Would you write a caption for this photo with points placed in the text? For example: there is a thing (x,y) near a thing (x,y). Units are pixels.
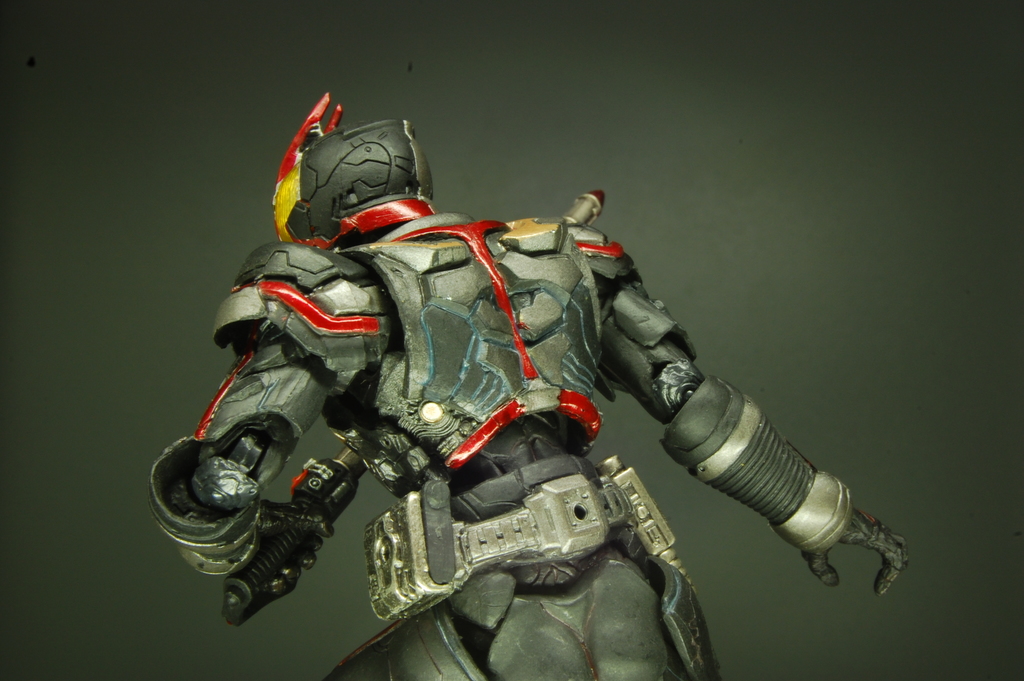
This is a photograph. In this image I can see a robot (291,372). The background (643,131) is in grey color.
